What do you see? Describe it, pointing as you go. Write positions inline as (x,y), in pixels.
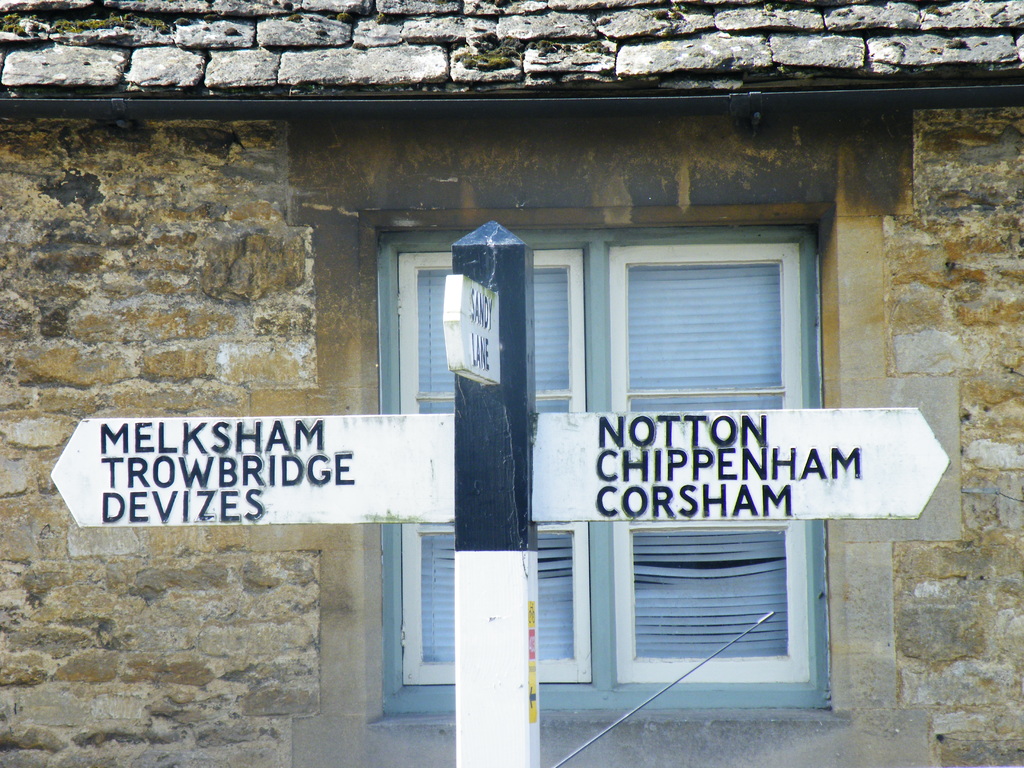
At the center of the image (449,503) there is a directional sign board (449,434) attached to the pole (531,361), behind the pole (531,361) there is a house (373,221) with bricks (933,658) and a window (583,574).
